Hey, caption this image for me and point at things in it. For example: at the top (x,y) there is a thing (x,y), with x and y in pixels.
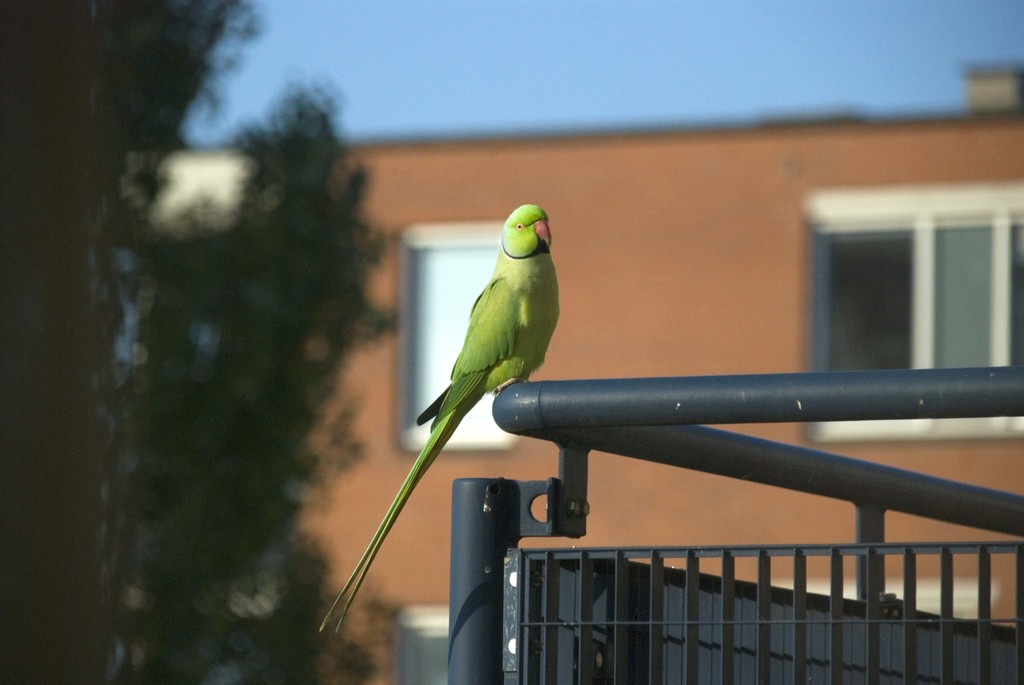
In this image on a railing (500,409) there is a parrot (502,375). In the left (100,299) there are trees (312,286). In the background (677,210) there is building (724,197) and sky (548,65).
